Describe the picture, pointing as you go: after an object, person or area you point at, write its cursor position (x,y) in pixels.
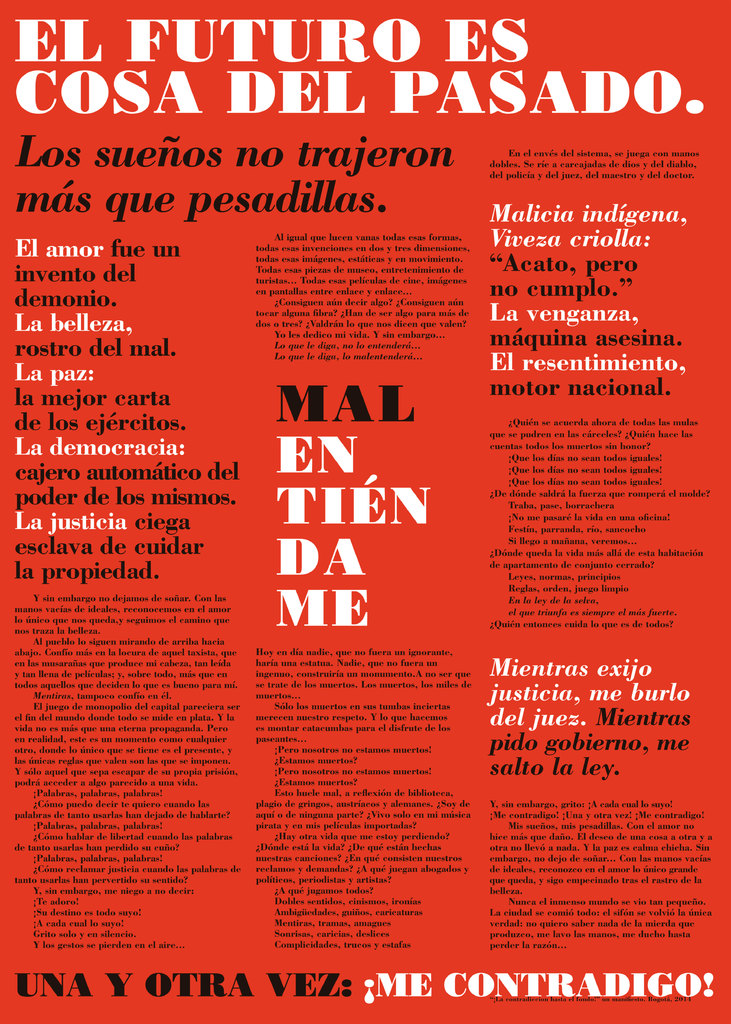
In this image we can see a red color poster (357,454) with some text (345,304) on it.
